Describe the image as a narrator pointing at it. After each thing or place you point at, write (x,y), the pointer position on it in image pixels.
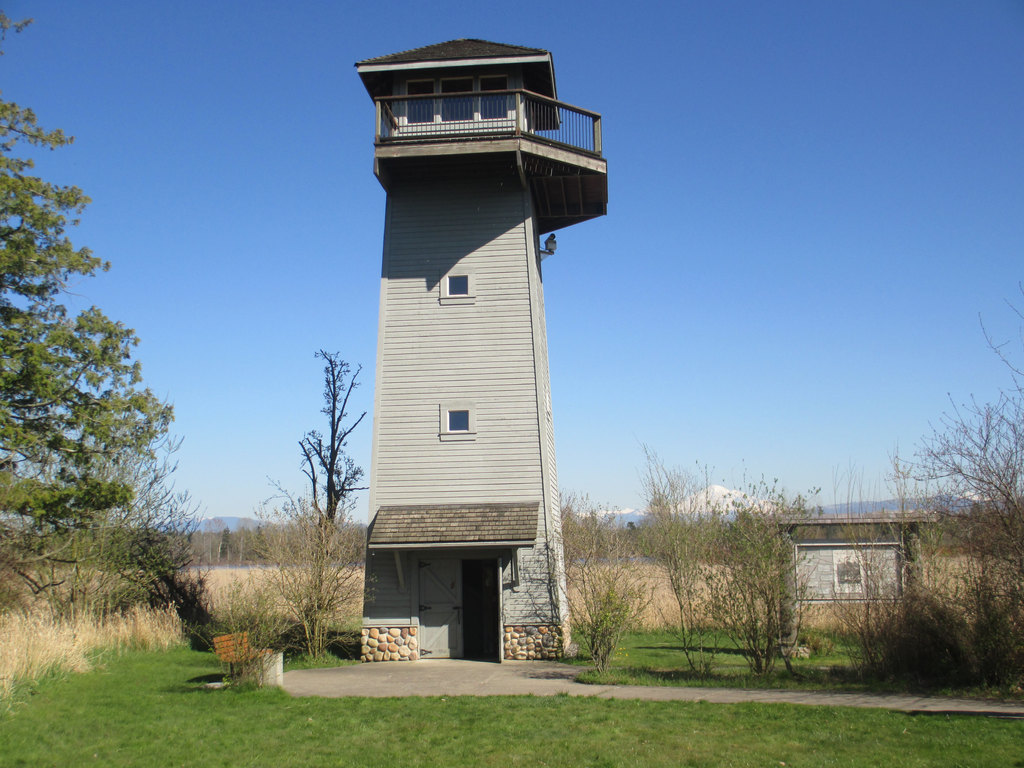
In this image I can able to see a building (476,113). There are windows (489,85), pillars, a bench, grass (357,732), trees (283,564), dried plants (323,519), mountains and in the background (675,253) there is sky (687,240).
